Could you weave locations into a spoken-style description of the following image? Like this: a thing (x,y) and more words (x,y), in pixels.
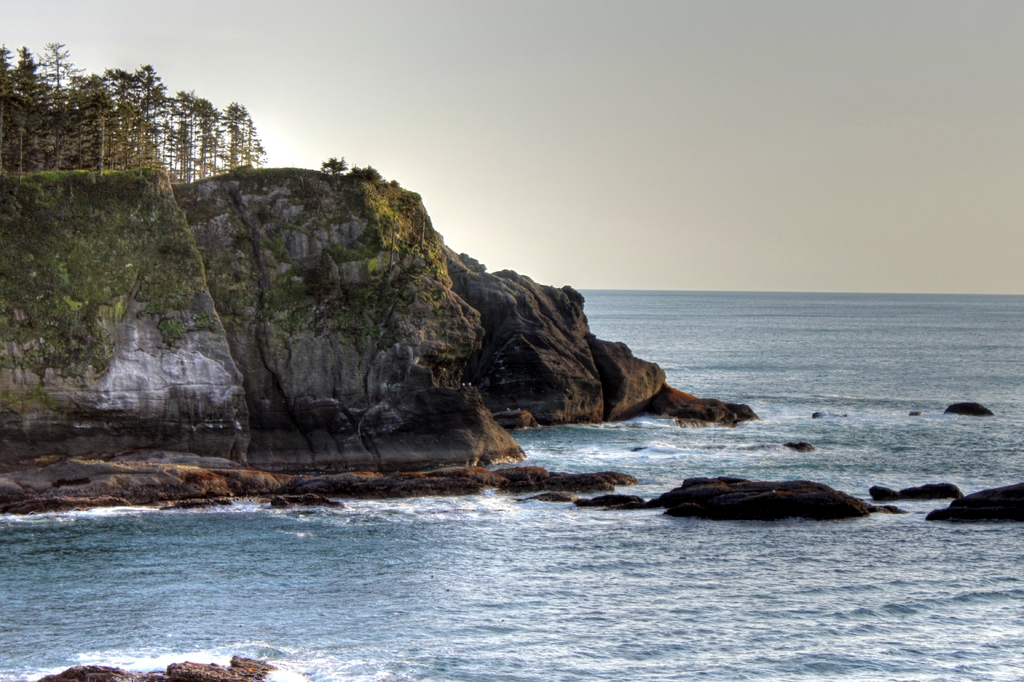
In this image we can see a mountain (359,309) with a group of trees (237,156). In the foreground (645,594) we can see water (901,548) and in the background (636,124), we can see the sky (591,119).
